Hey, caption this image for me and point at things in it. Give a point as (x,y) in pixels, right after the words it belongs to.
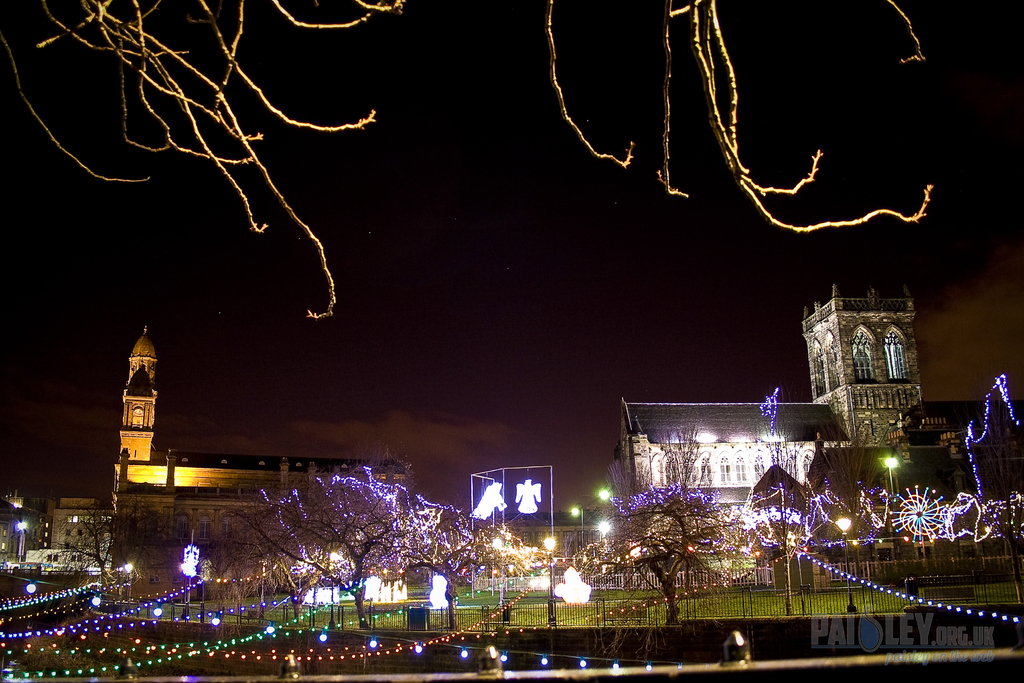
In this image in the center (635,437) there are some buildings (716,488), lights (481,573), trees (664,584) and railing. At the bottom (436,658) there is a wall (398,631) and grass (830,610), and at the top of the image (321,147) there is sky (724,285).
